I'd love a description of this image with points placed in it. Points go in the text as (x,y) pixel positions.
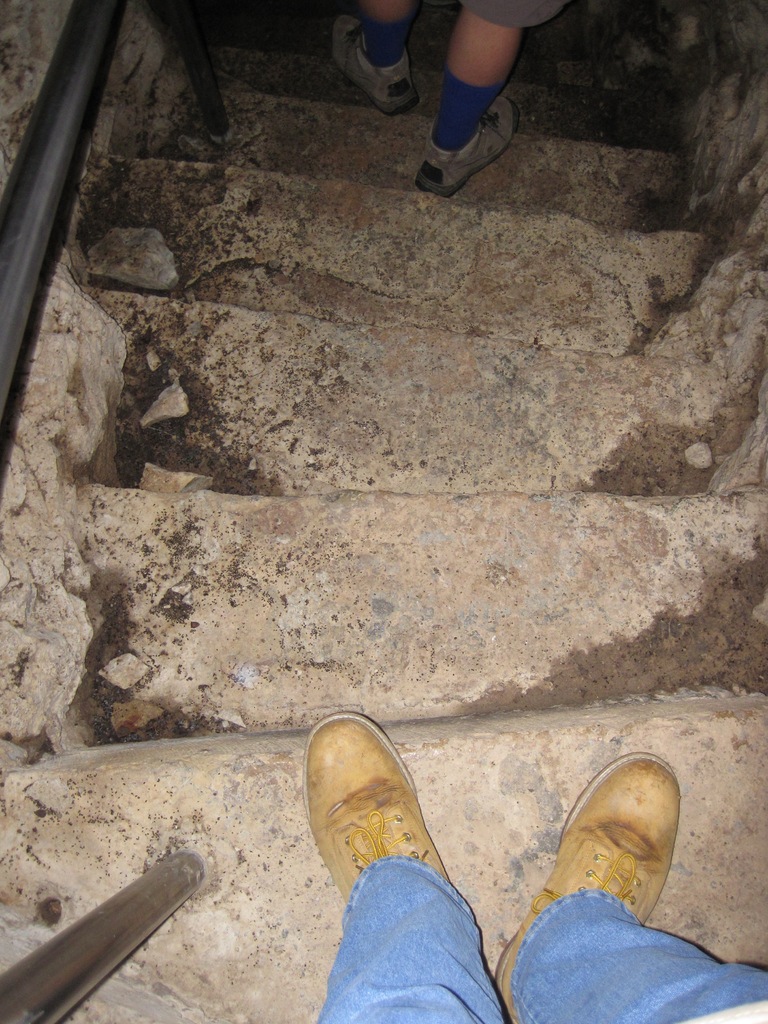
In this image there are steps (410,361), two men (378,727) are walking on the steps (535,864) in the left side (171,914) there is a rod (86,66).
